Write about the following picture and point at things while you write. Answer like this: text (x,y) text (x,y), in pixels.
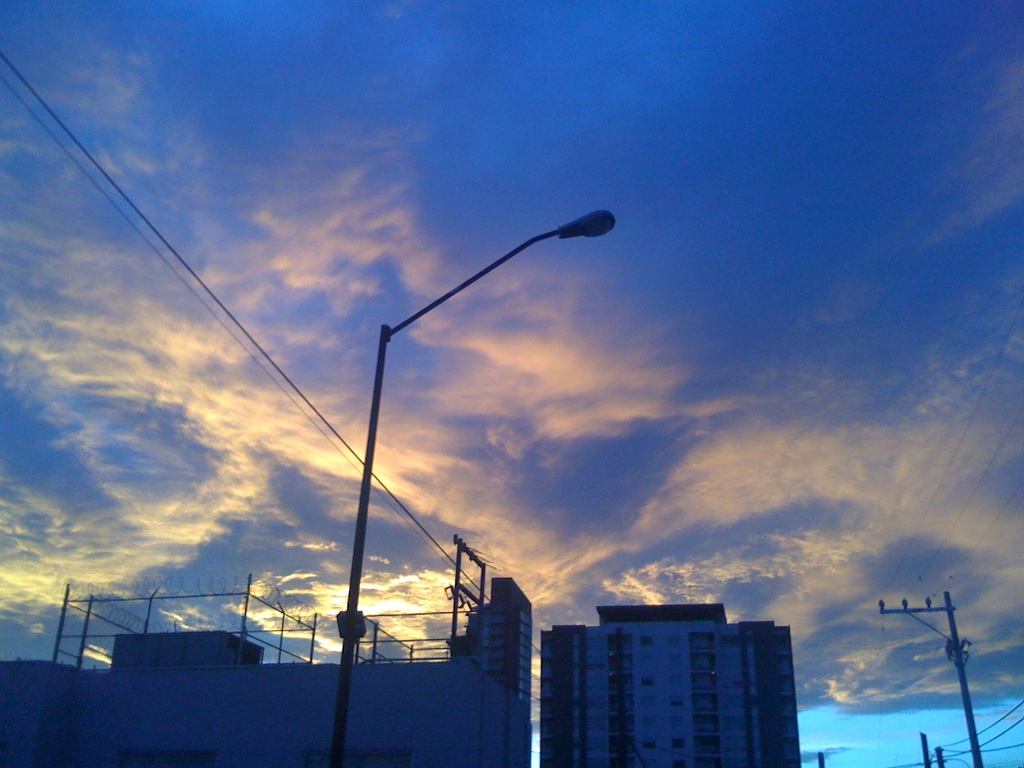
At the bottom of the image (479,699) we can see buildings (645,697) and there are poles (344,675). In the background (383,609) there are wires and sky (660,422).
